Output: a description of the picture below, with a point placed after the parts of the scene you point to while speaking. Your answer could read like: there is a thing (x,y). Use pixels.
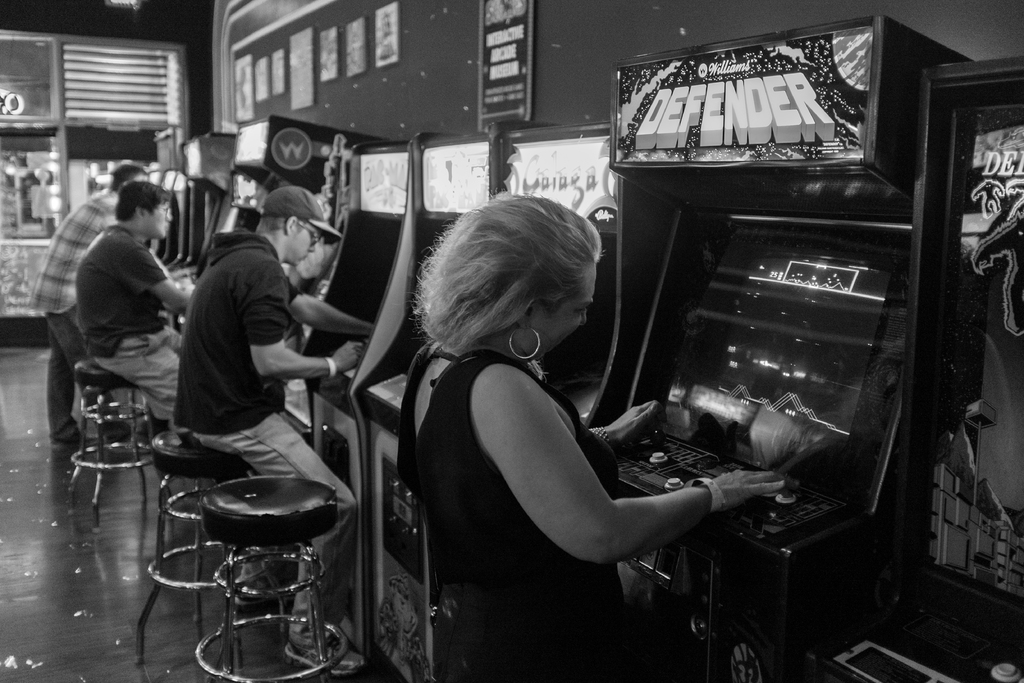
This is a black and white image. I can see two persons (251,297) sitting and two persons (445,505) standing and they are playing video games. At the top of the image (258,91), I can see the photo frames (493,57), which are attached to the wall (536,51). On the left side of the image (110,112), It looks like a machine (14,194).
